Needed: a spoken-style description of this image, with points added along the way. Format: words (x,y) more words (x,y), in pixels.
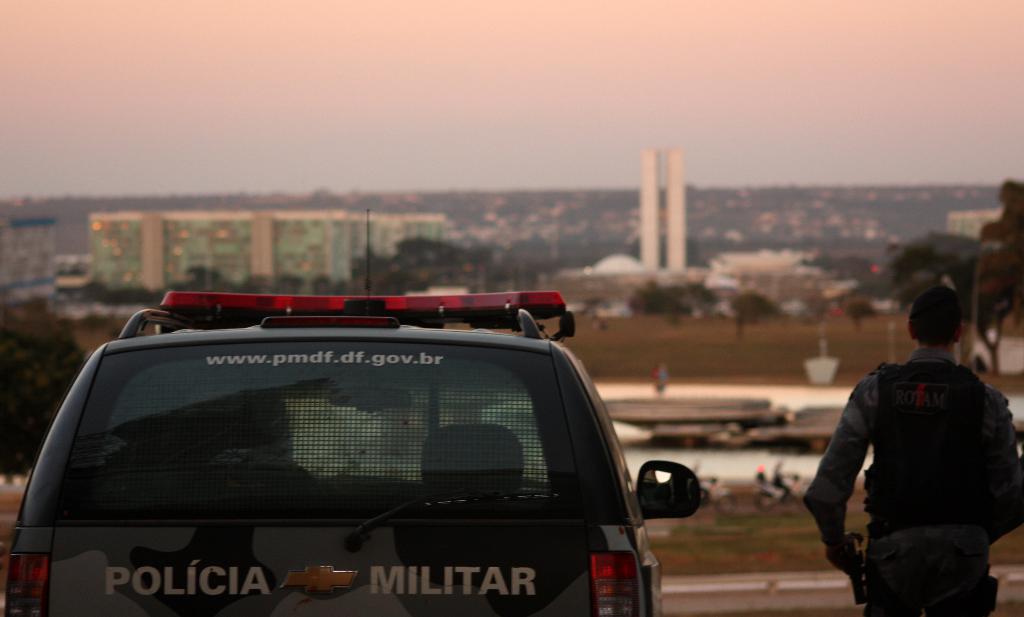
On the left (276,523) there is a vehicle (327,495) and on the right (873,494) there is a man (948,501) standing. In the background (406,242) we can see buildings (35,251), trees (480,277) and sky (316,109).
